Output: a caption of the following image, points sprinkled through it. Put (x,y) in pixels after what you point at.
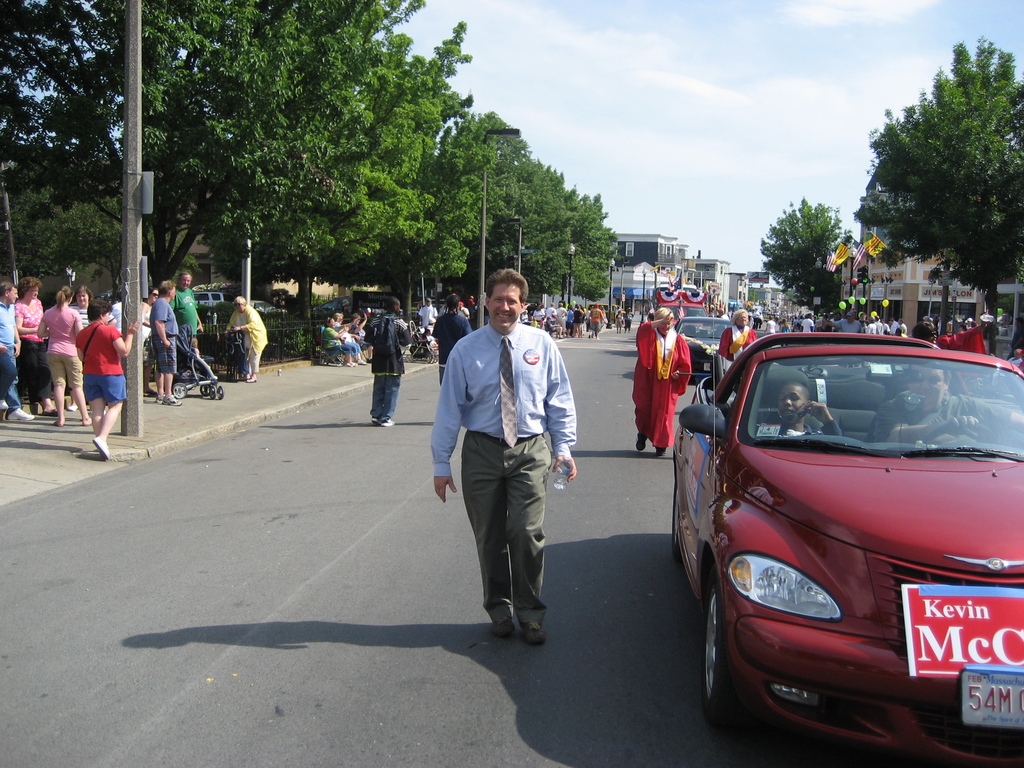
In this image I see a man (514,313) who is standing on the path (315,447) and he is smiling and there is a car (975,767) over here. In the background (1004,218) I see lot of people (638,398), flags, trees (799,284), poles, buildings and the sky (635,172).
